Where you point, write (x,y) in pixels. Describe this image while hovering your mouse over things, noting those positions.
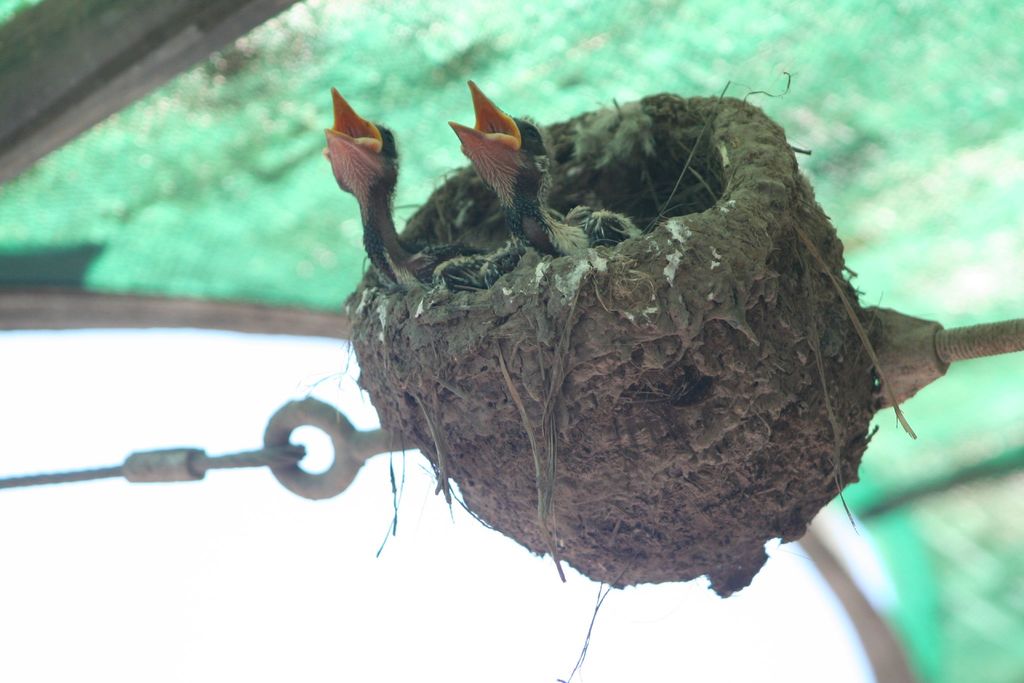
In this image we can see two birds (506,250) in a nest (522,283) and we can see metal objects (964,352). In the background of the image (600,75) it is blurry.
